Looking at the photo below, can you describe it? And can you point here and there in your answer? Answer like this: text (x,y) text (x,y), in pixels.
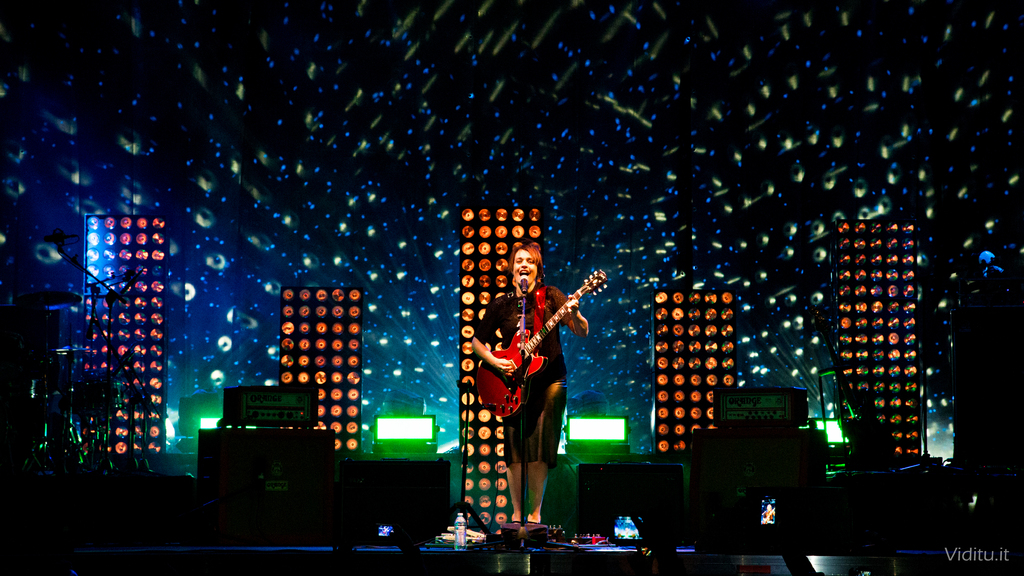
In this image there is a person (507,427) wearing black color dress (530,395) playing guitar (510,397) in front of him there is a microphone (523,373) and at the background of the image (539,241) there are some lights (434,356).
